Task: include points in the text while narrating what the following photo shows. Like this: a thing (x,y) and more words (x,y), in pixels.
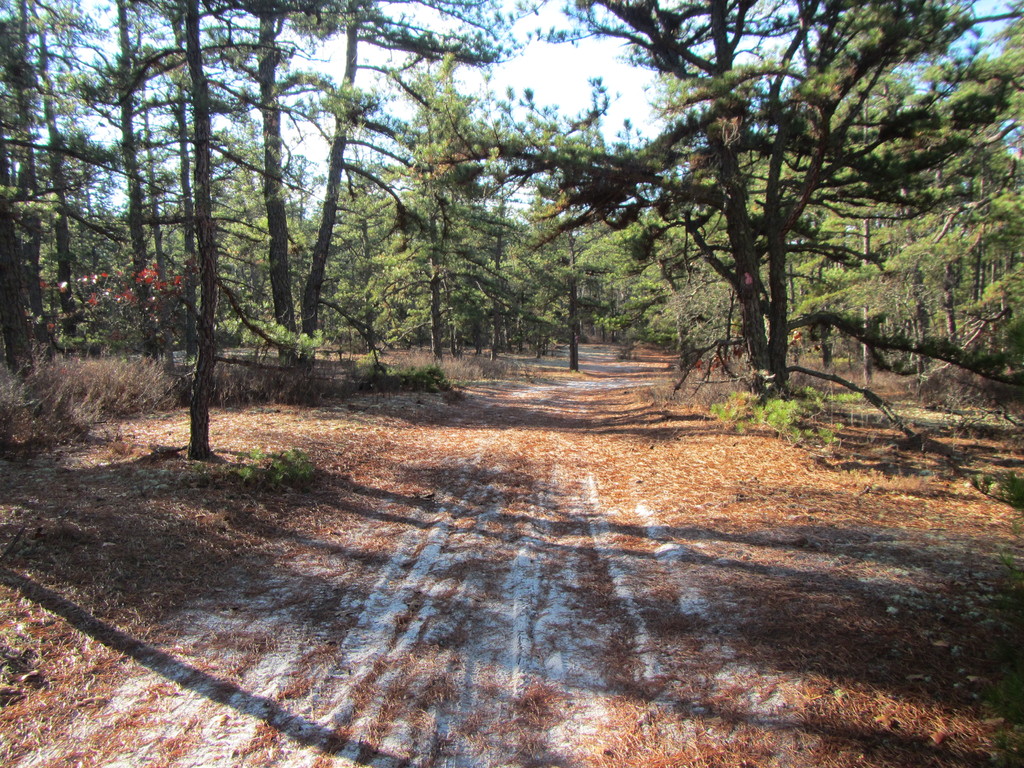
This picture shows many trees (498,298) and we see leaves (541,454) on the ground (600,482) and a clear sky (551,70).
